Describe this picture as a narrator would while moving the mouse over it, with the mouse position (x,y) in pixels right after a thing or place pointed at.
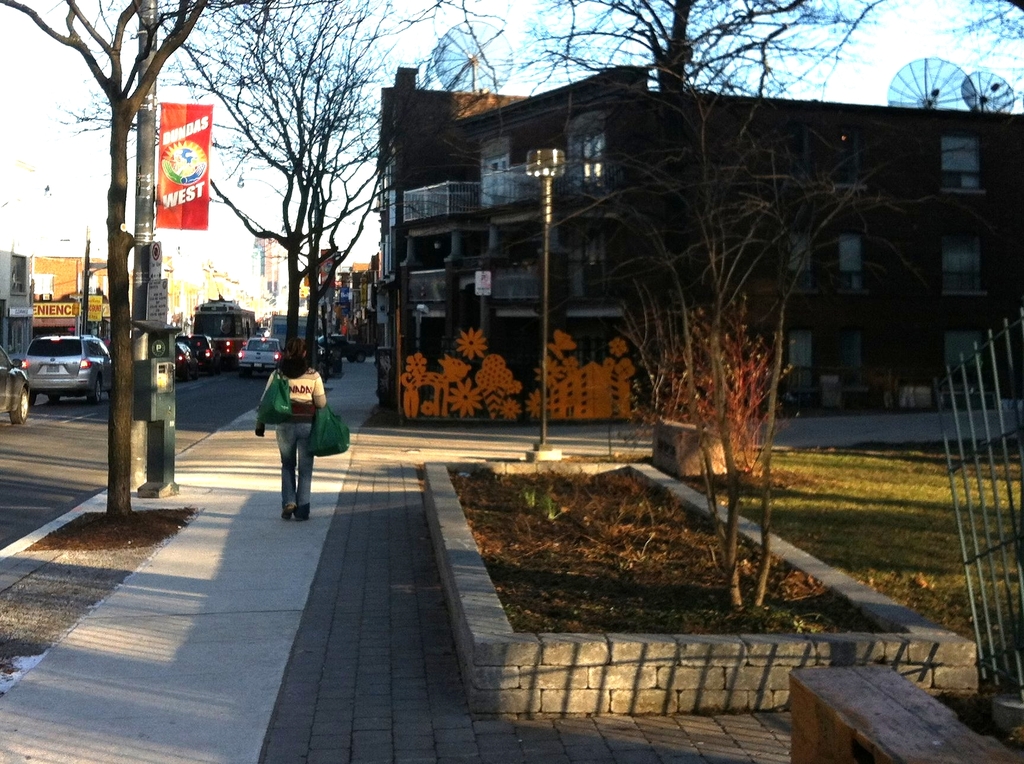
In the foreground of this image (305,569), on a side path (324,486) there is a woman (297,349) walking, holding and wearing the bags (327,439). On the right (969,522), there is a railing (969,518), grass (907,502), few trees (739,370), poles (547,377) and the building (796,186). On the left (124,328), there are trees (308,187), and vehicles (205,333) moving on the road (45,520). In the background (260,273), there are buildings (267,255). On the top (476,20), there is the sky (501,22) and few antennas (945,69) on the building (436,358).
